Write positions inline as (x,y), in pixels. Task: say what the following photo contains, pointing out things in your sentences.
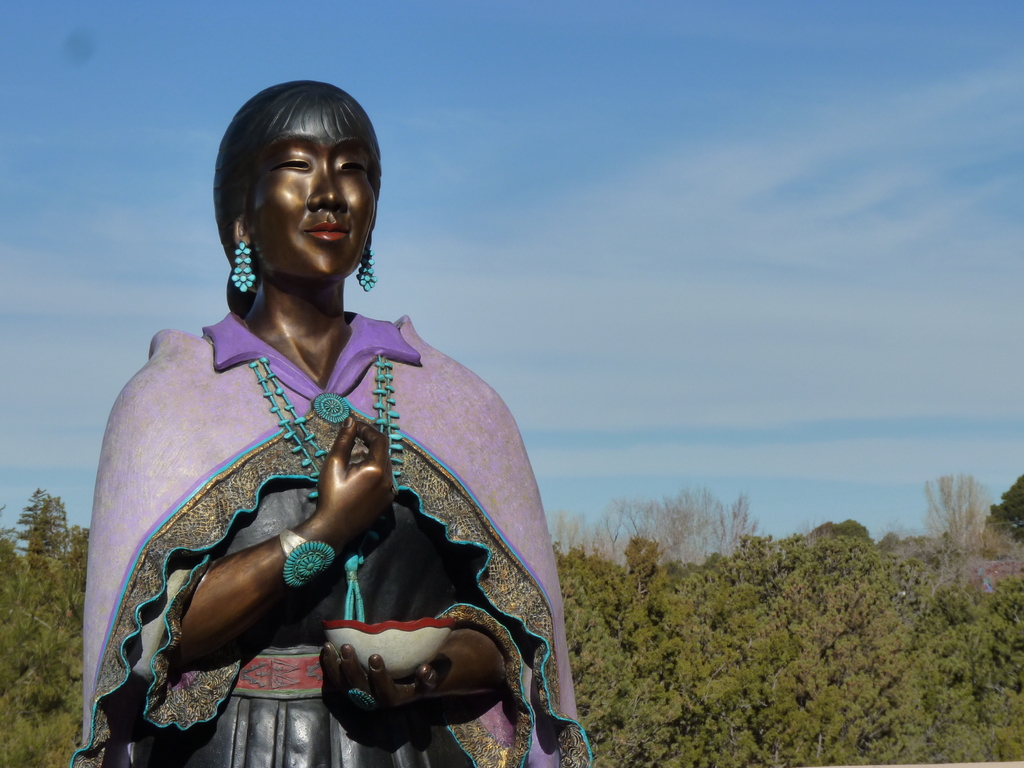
In this image there is a lady sculpture (298,522) holding bowl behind that there are so many trees (954,480).
